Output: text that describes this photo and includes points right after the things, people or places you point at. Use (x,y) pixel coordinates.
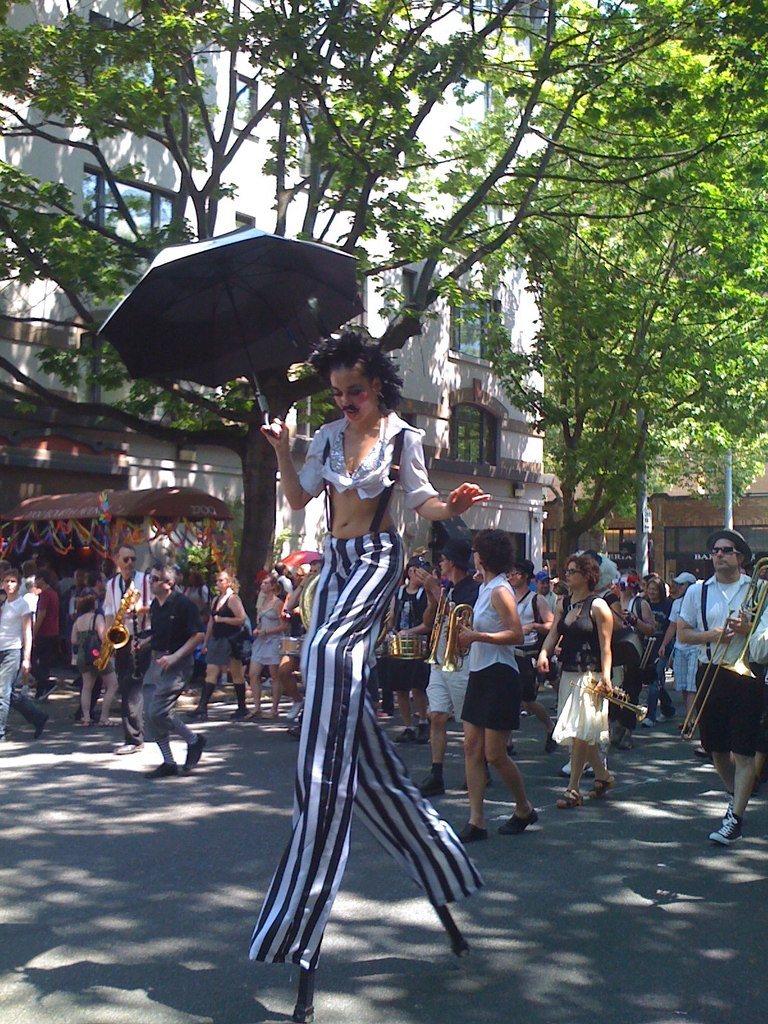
This image is taken outdoors. At the bottom of the image (298,969) there is a road (204,848). In the background (169,209) there is a building (531,436) with walls (490,381), windows (479,440) and doors (517,541). There are two trees (601,386) with green leaves (92,233), stems (169,147) and branches (518,169) and there is a pole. In the middle of the image (317,588) a few people (9,599) are walking on the road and a few are holding musical instruments (453,645) in their hands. A tall woman (336,477) is walking on the road (384,941) and she is holding an umbrella (229,302) in her hand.
